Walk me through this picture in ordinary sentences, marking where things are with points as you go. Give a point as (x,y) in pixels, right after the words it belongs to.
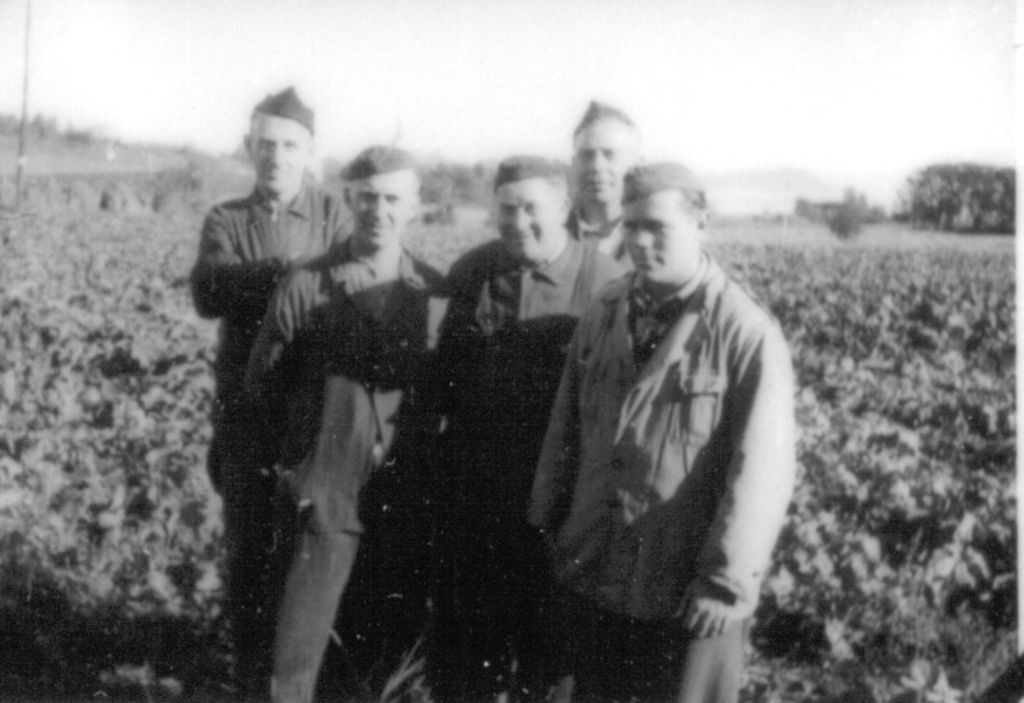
In the picture there are five people (643,369) standing and posing for the photo, behind them there are small plants (769,248) and it is a black and white picture.
